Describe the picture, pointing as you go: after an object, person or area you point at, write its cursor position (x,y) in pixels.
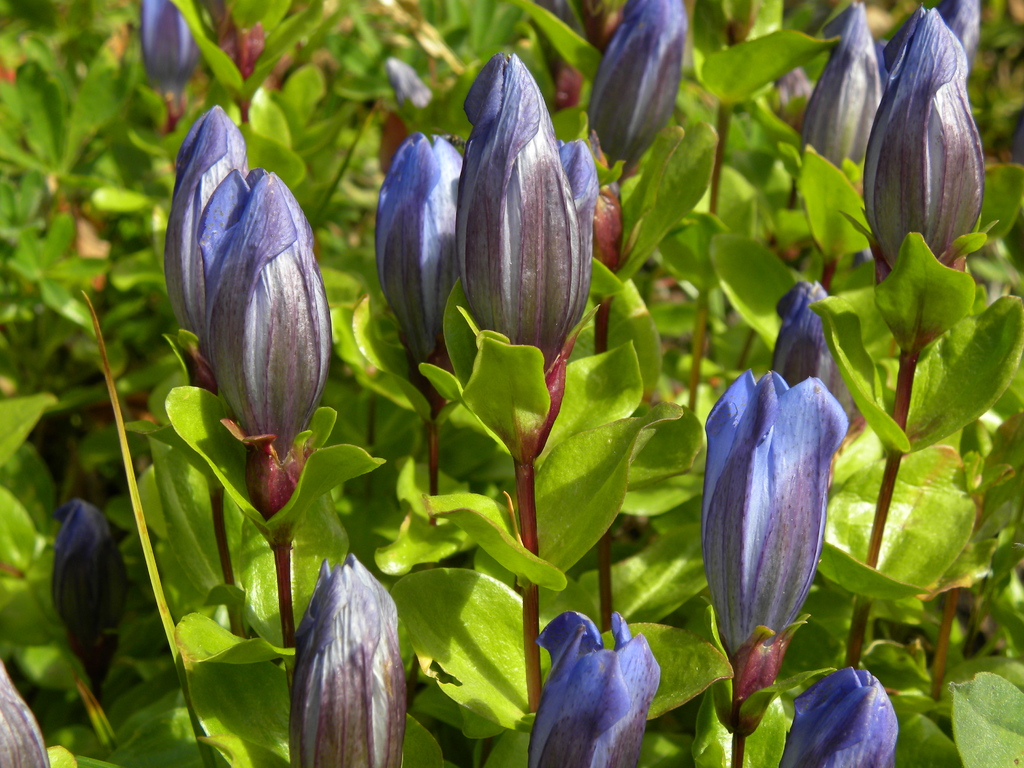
In this image there are plants (903,433) for that plants (426,283) there are flowers (585,190).
